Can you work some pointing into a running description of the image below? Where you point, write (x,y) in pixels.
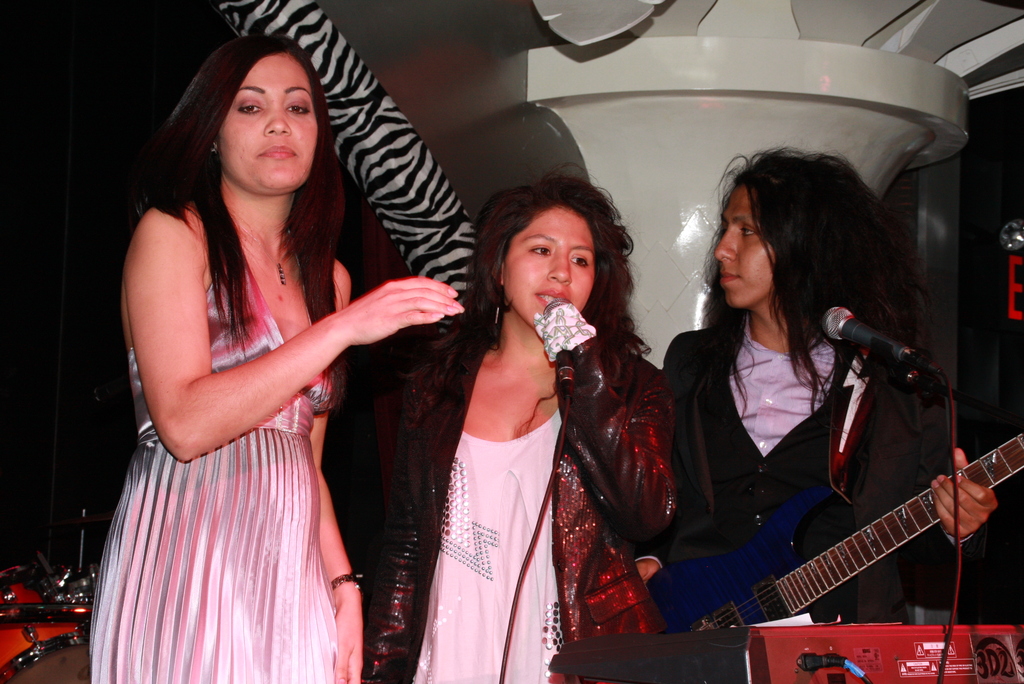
In this picture we can see three persons (810,412) are standing in front of mike (849,329). She is holding a guitar (890,538) with her hand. And these are some musical instruments (45,631).
